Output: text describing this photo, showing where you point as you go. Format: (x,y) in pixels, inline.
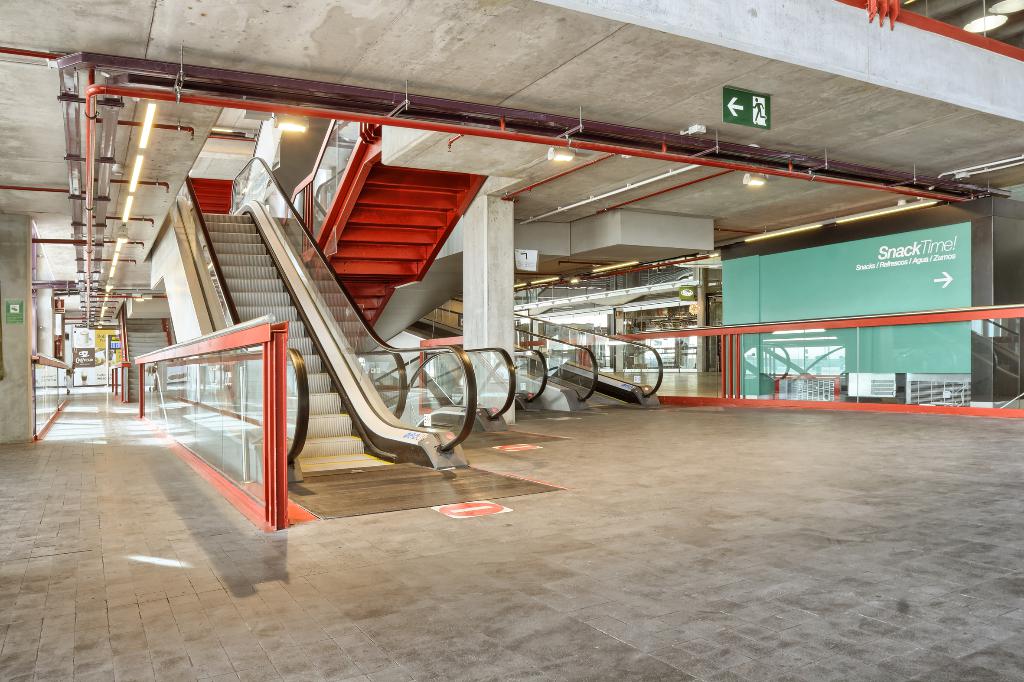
In this picture we can see the inside view of a building (326,238). Inside the building (298,421) there are escalators (405,377) and glass fencing (164,376). At the top (735,96) there are ceiling lights (106,287) and a signboard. On the right of the image (744,282), there is a board (830,305). Behind the escalators (327,417), there are some objects (560,315).
